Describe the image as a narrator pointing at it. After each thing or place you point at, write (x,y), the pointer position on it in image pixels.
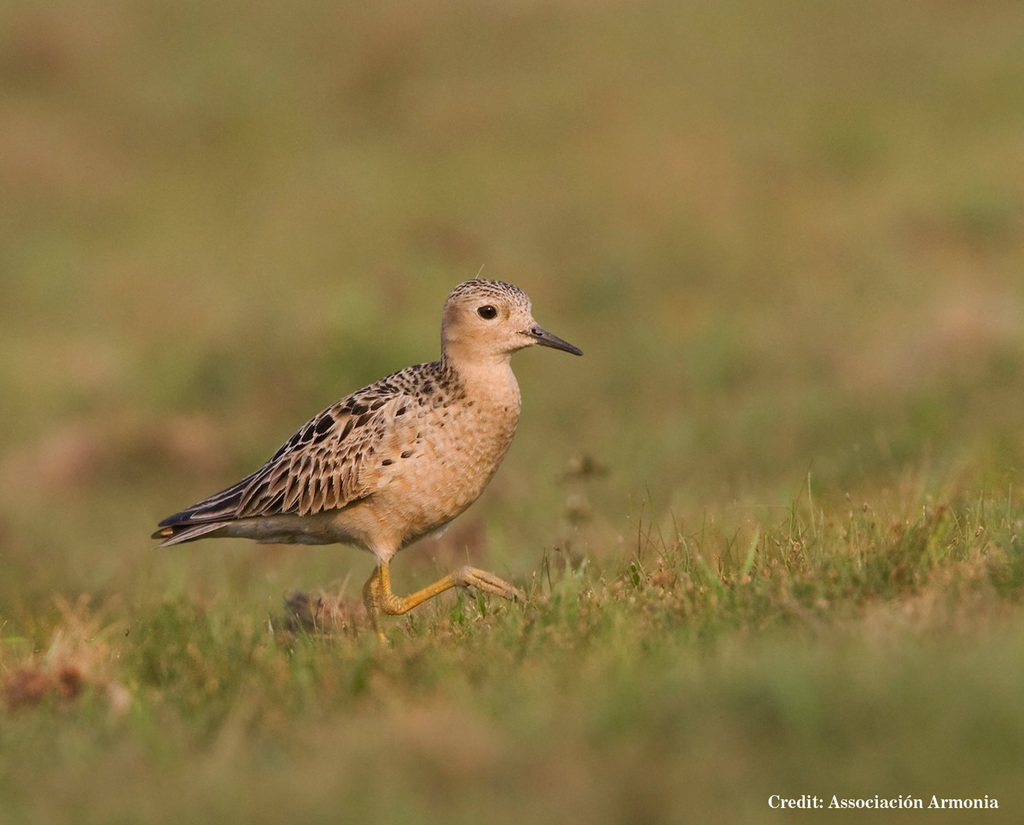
In this picture there is a bird (430,429) which is walking on the ground (561,669). Beside that I can see the grass (389,661). At the top (570,203) I can see the blur image. In the bottom right corner (917,803) there is a watermark (793,803).
